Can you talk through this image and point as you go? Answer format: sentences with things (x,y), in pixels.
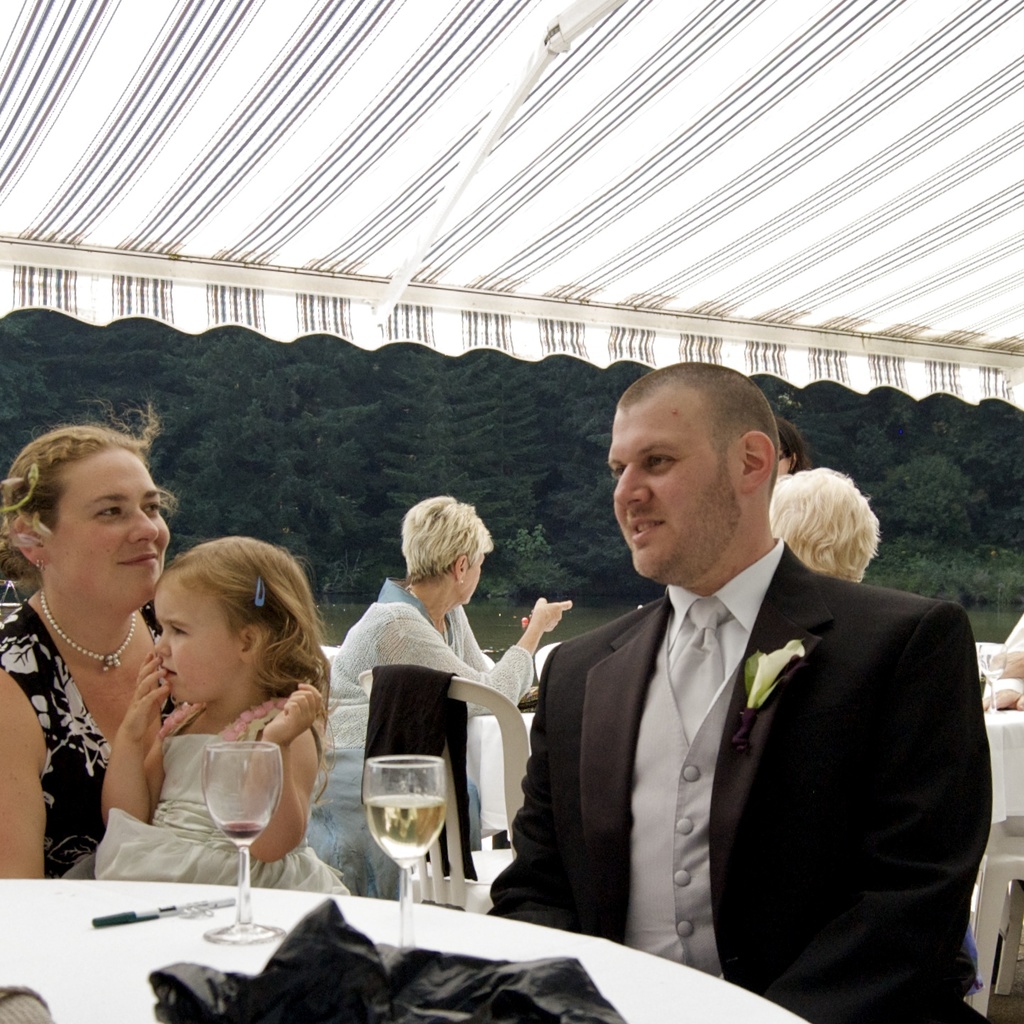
In this image we can see few people (418,652) sitting on chairs (509,744). There is a table (119,969). On the table (11,906) there are glasses (231,823), pen (209,906) and some other item (322,978). In the back (353,622) there is water (530,604) and trees (571,579).
